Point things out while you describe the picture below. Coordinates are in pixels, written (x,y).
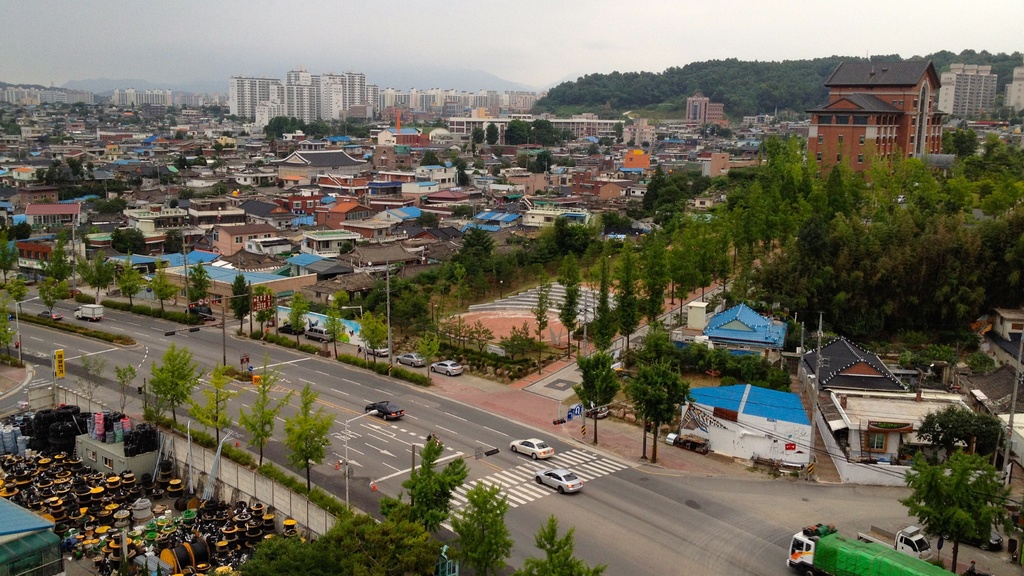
It is the outside view. In this image, we can see so many houses (535,206), buildings (449,171), trees (437,312), sheds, poles (584,416). At the bottom of the image (793,553), we can see few vehicles (47,311) are moving on the road (784,564). Here we can see few sign boards (571,419), traffic signal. Top of the image (518,34), there is a sky (409,30).
